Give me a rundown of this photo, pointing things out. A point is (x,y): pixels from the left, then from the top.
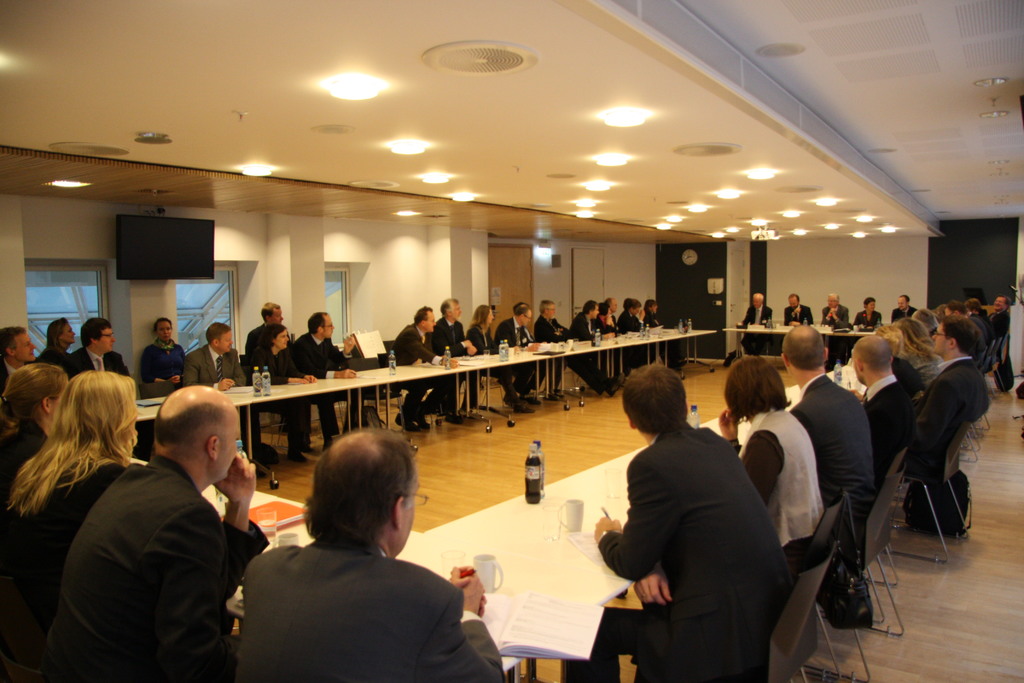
This is the picture of inside of the room (376,300). There are group of people (825,412) sitting around the table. There are bottles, cups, books (528,645) on the table (563,626). At the left (152,242) there is a screen (159,261), at the top (786,211) there are lights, and there is a clock (692,261) on the wall (662,278), at the back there is a door (736,341), at the bottom (921,527) there is a bag (934,507).
